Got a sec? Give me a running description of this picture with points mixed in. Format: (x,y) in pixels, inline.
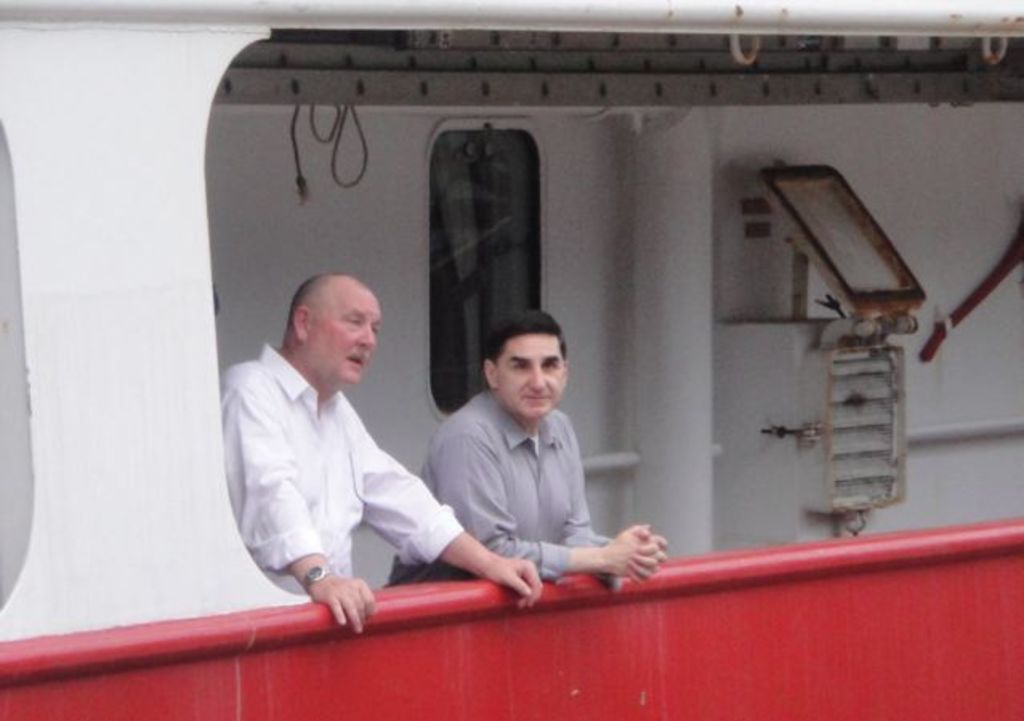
In this image I can see two people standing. I can see a window (453,212) behind them person (303,311) on the left hand side (336,319) is facing towards the right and the person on the right hand side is posing for the picture. I can see a wall (125,330) beside them on the left hand side (164,401). I can see a red color wall (386,661) at the bottom of the image (824,581). I can see a pillar (675,311) and some other objects (873,399) on the right hand side (882,423).
